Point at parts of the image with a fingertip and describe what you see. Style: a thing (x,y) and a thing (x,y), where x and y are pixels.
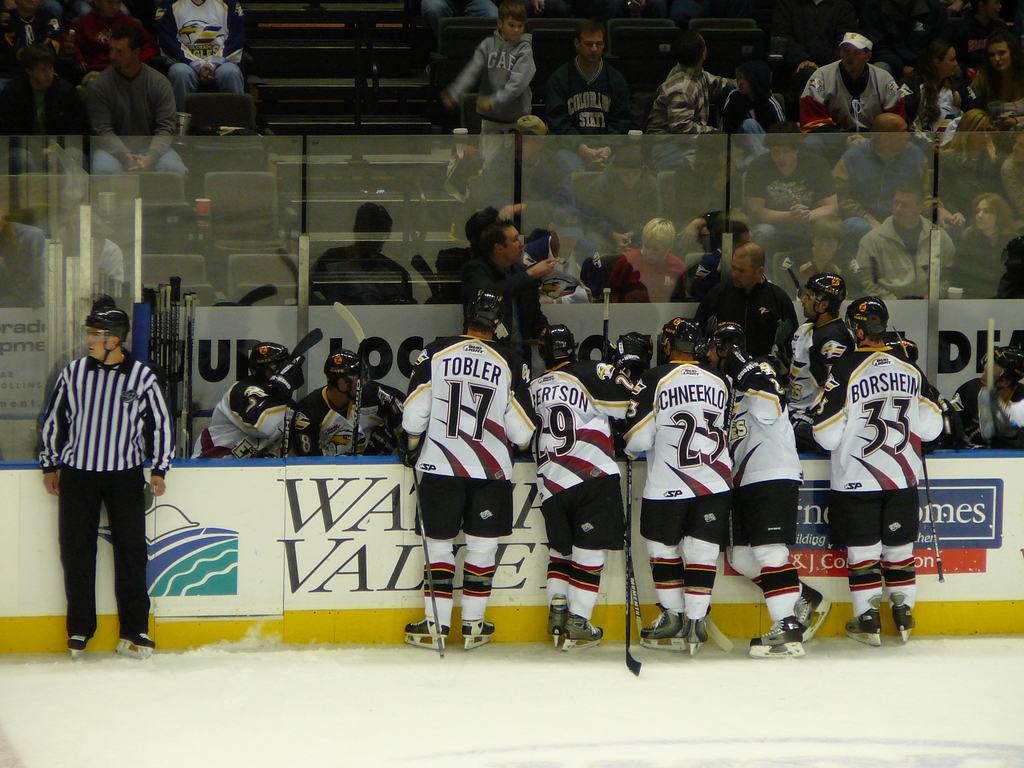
In this image we can see few persons (572,481) are standing on the ice (513,657) and wore hockey skate shoes (487,637) and holding hockey bats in their hands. On the left side (91,586) a man (122,399) is standing on the ice (746,709) at the hoarding (25,551). In the background (332,285) we can see glass wall (607,215), audience (58,44) sitting on the chairs (44,193), few persons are standing and other objects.
